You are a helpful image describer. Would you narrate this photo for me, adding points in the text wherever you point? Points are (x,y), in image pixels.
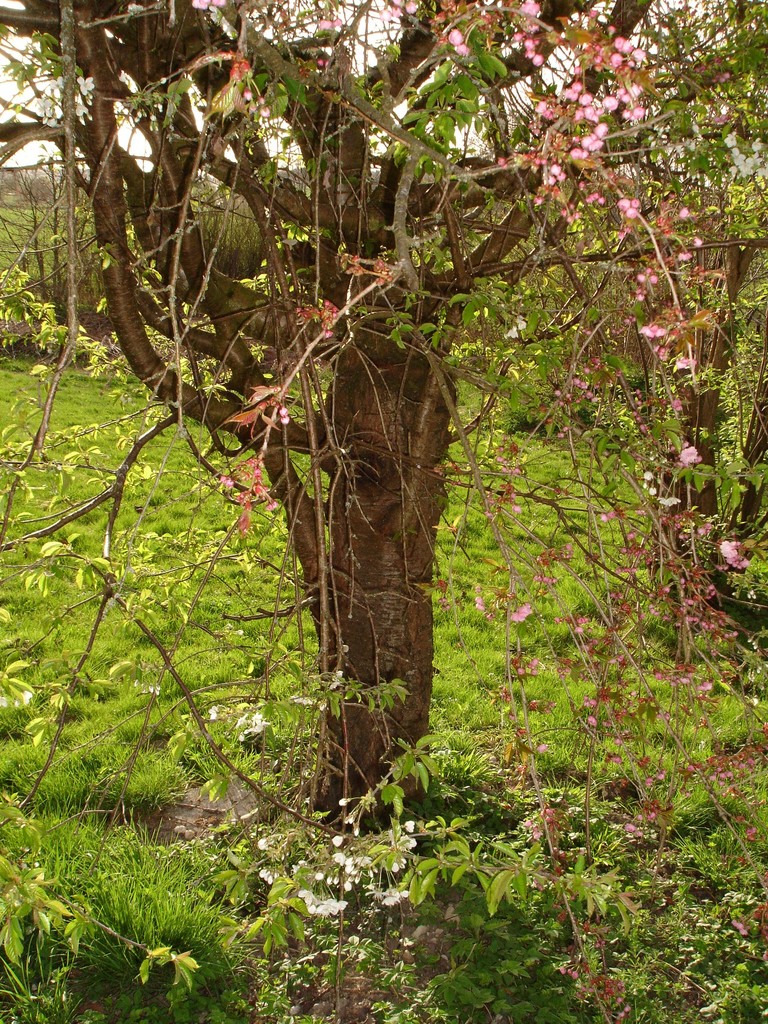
This picture is clicked outside the city. In the foreground (383,968) we can see the plants (481,855). In the center (349,402) there is a tree (388,337) and the flowers (616,48). In the background (202,643) we can see the green grass (98,398) and the sky (12,90) and some plants (750,399).
